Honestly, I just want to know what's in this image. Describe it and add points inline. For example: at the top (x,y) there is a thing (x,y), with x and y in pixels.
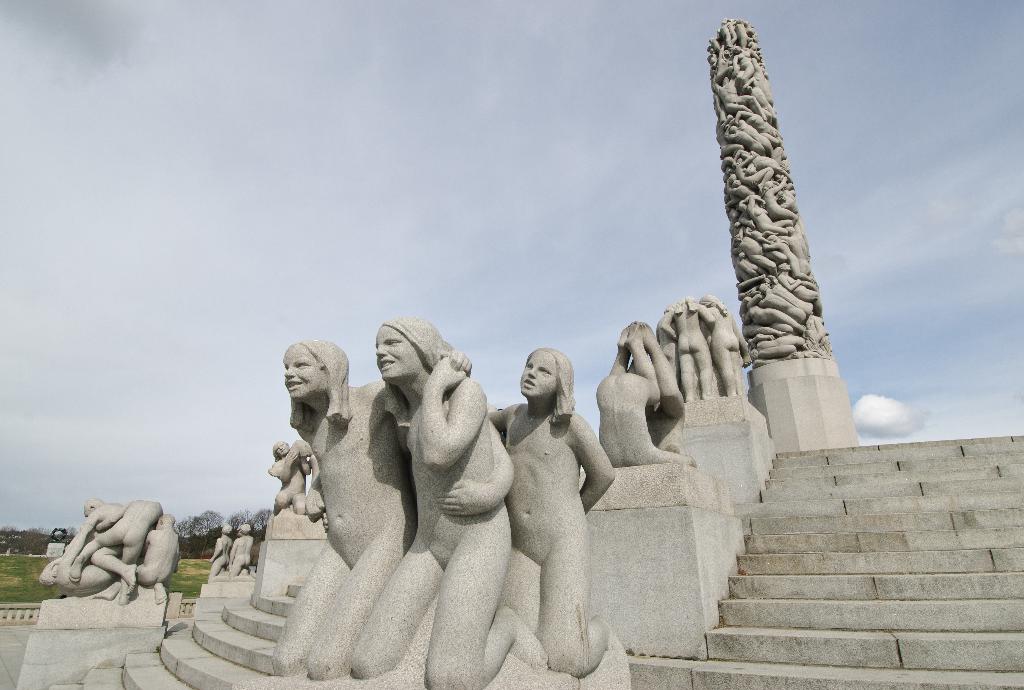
In this picture I can observe statues of human beings (497,435). On the right side (741,160) there is a pillar (751,211). In the background (371,169) I can observe some clouds (554,207) in the sky (447,161).
